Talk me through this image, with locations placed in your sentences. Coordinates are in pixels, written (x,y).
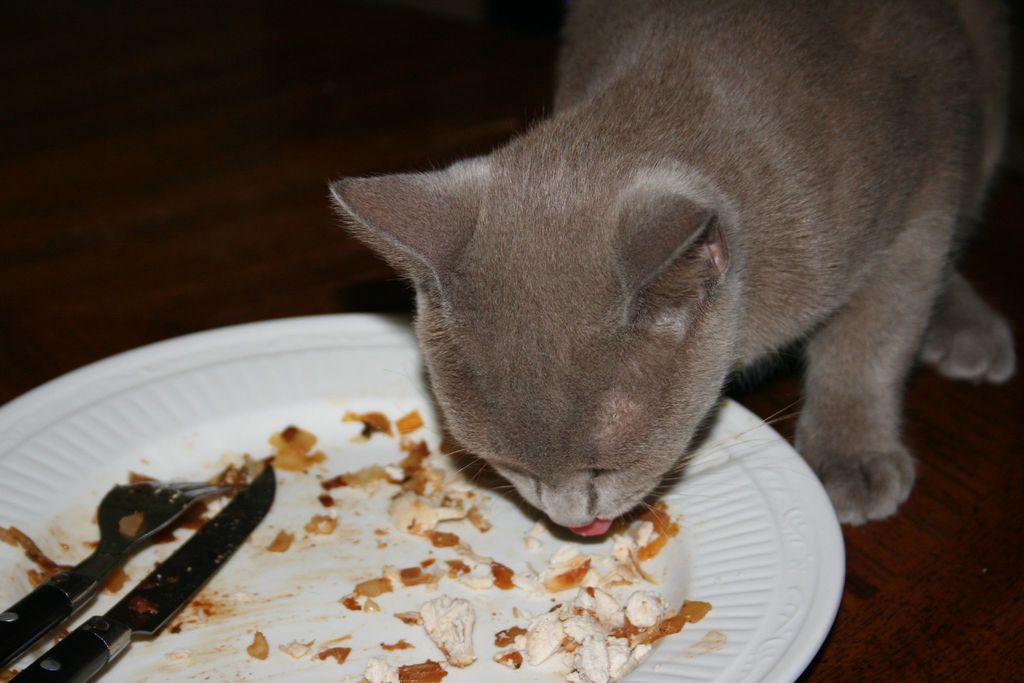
In this image there is a cat (673,171) which is eating the food (553,656) which is in the plate (669,597). In the plate (203,603) there is a knife (149,605) and a fork (175,503) beside it.
